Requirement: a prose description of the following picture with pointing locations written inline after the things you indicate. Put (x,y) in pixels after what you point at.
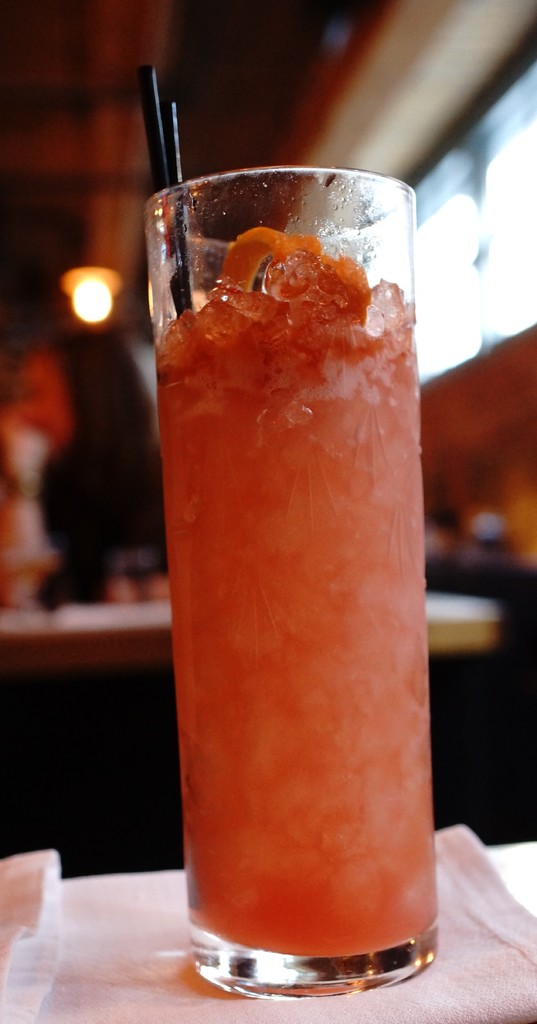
In this image I can see a glass (195,471), in the glass (396,553) I can see some liquid (302,434) in orange color. I can also see two sticks (158,122) in black color and the glass (298,780) is on the white color cloth (413,1013) and I can see blurred background (283,18).
